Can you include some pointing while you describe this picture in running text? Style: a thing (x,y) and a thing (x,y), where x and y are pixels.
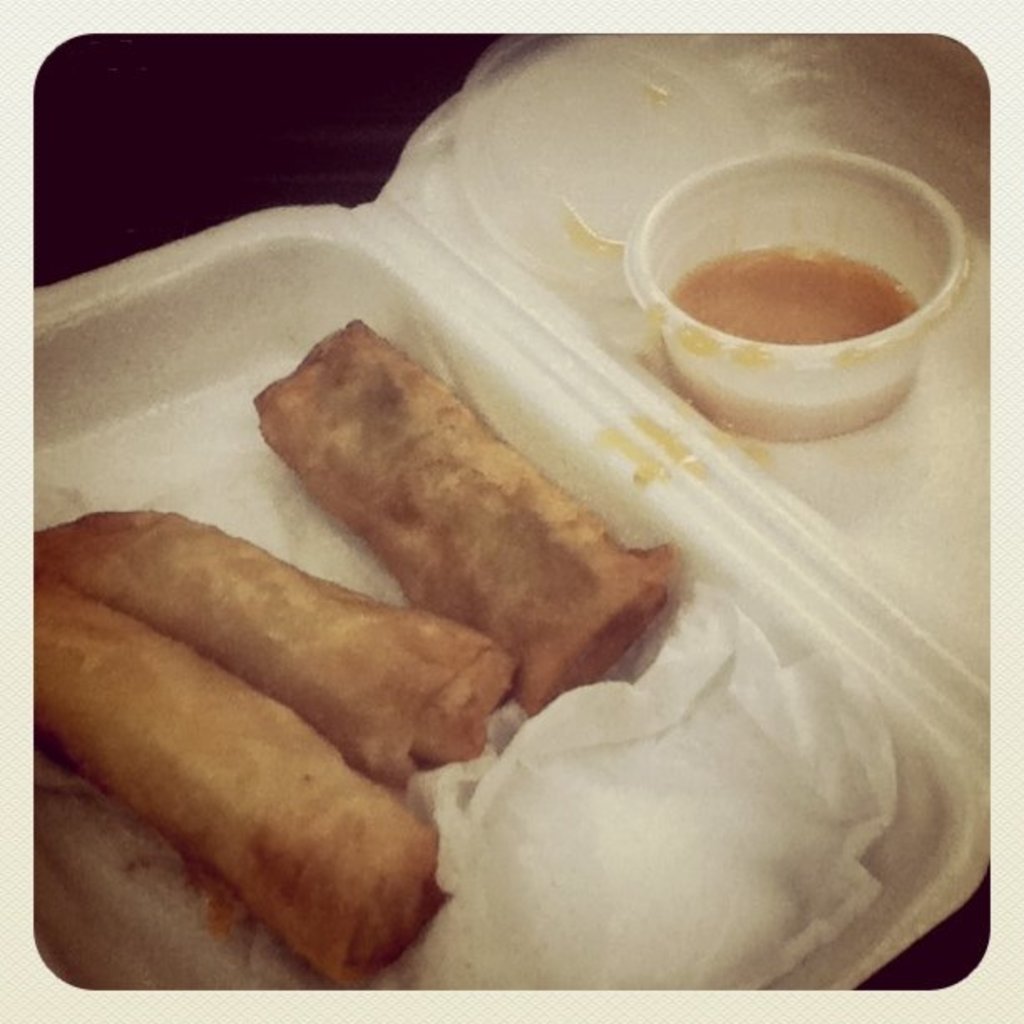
In this picture we can see a box (220,382) on right side (690,378) we can see container (919,295) liquid (820,296) is placed in it and on left side (147,612) food (124,670) and tissue paper (655,798) in it.
